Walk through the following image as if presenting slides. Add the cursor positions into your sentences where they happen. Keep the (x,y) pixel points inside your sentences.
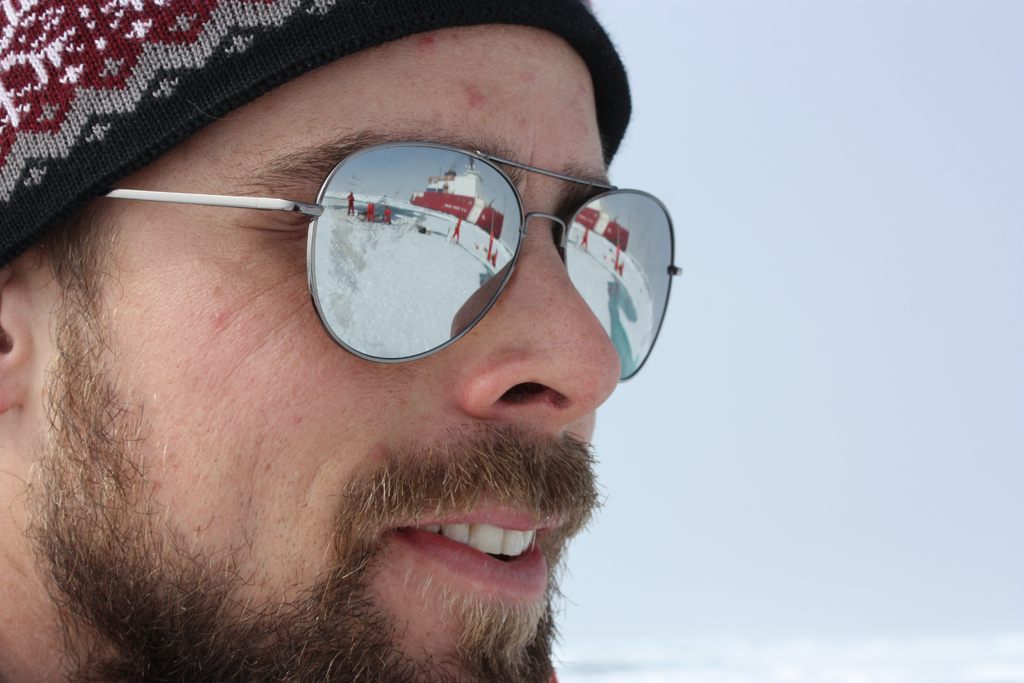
In the image there is a man (273,528), only his head (378,665) is visible in the image and he is wearing goggles (412,302) and there is an ice surface (408,277) in front of the man (537,288) and it is being reflected in the mirrors (647,221) of the goggles (586,225).
